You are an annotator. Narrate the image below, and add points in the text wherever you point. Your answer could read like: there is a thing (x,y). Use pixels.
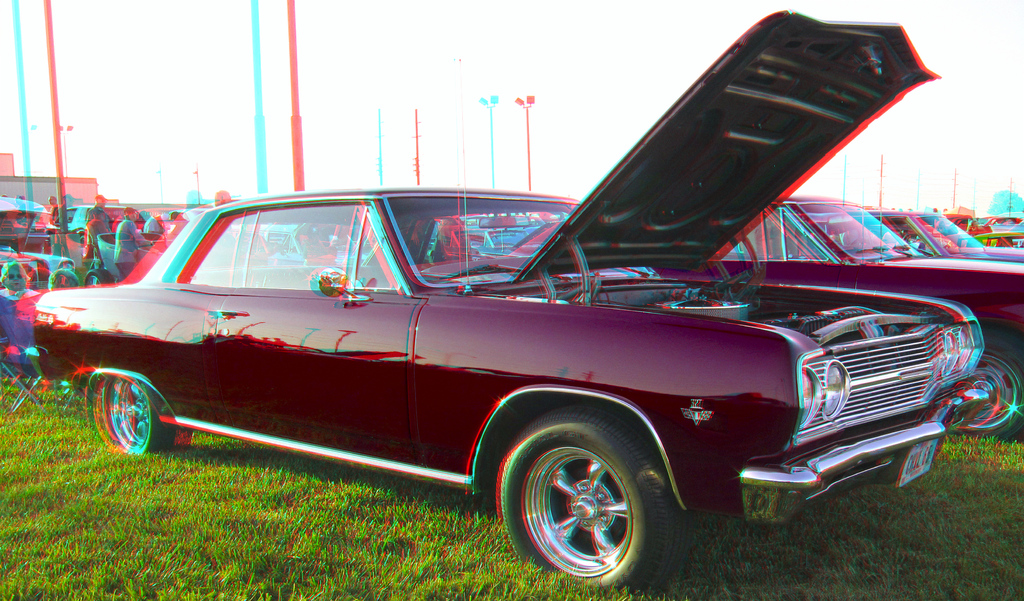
It is an edited image, there are few cars (592,298) in the foreground (364,400), they are parked on the grass (409,576) and behind the cars (50,329) there are some people (85,232).
